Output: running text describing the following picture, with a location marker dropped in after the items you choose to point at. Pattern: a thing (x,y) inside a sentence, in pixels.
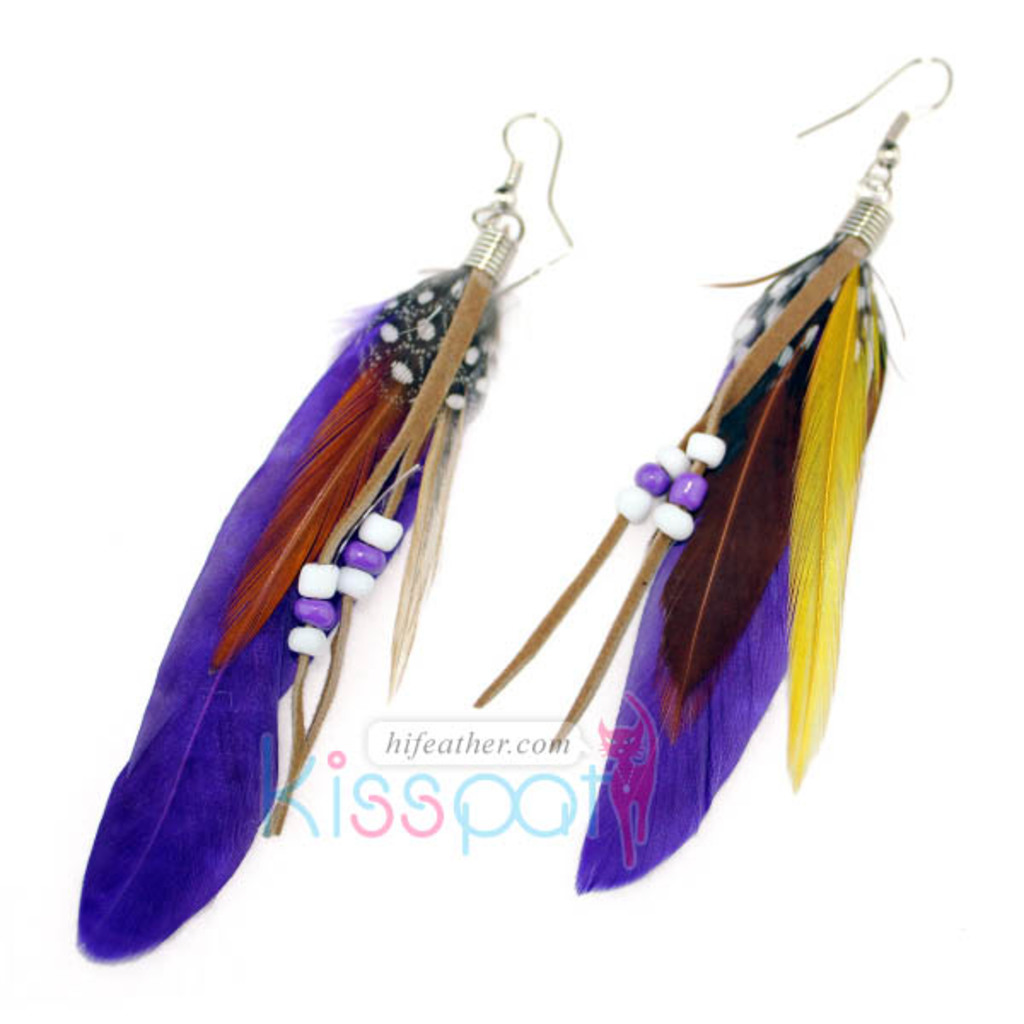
In this image I can see two earrings (454,432). It seems to be an edited image. At the bottom (451,764) there is some text (479,788). The background (42,149) is in white color.
